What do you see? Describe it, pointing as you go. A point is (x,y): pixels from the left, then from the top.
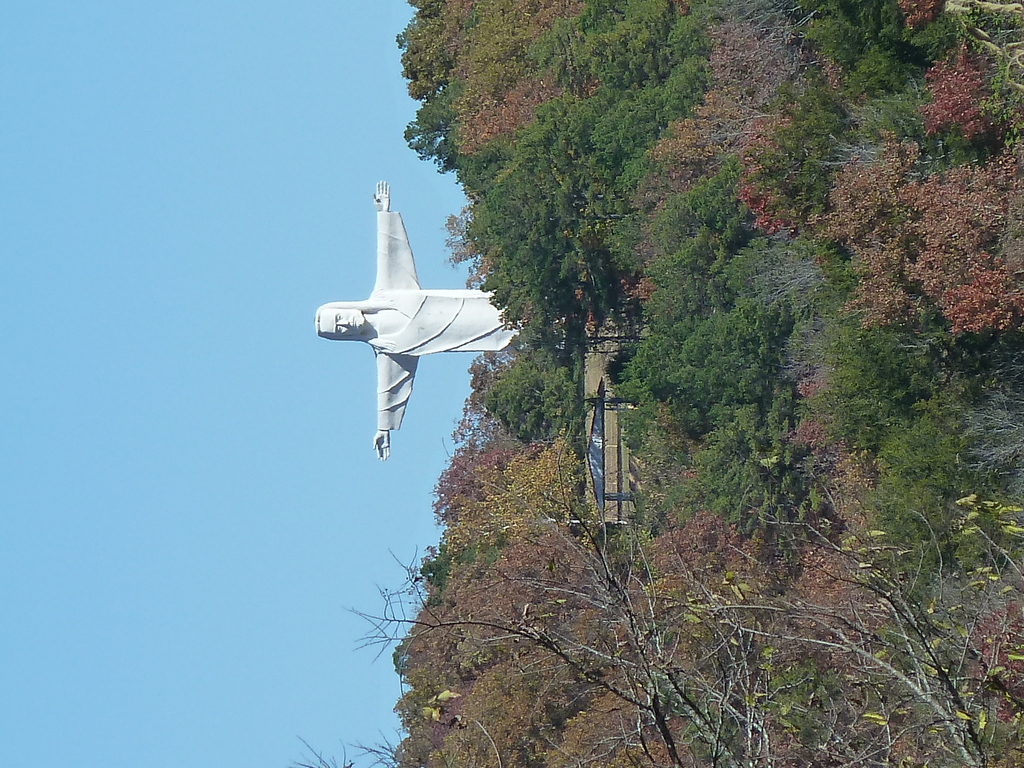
In this image, I can see a statue of a person (364,327) standing, shed (604,459) and trees (824,546). On the left side of the image (198,350), there is the sky (122,484).
